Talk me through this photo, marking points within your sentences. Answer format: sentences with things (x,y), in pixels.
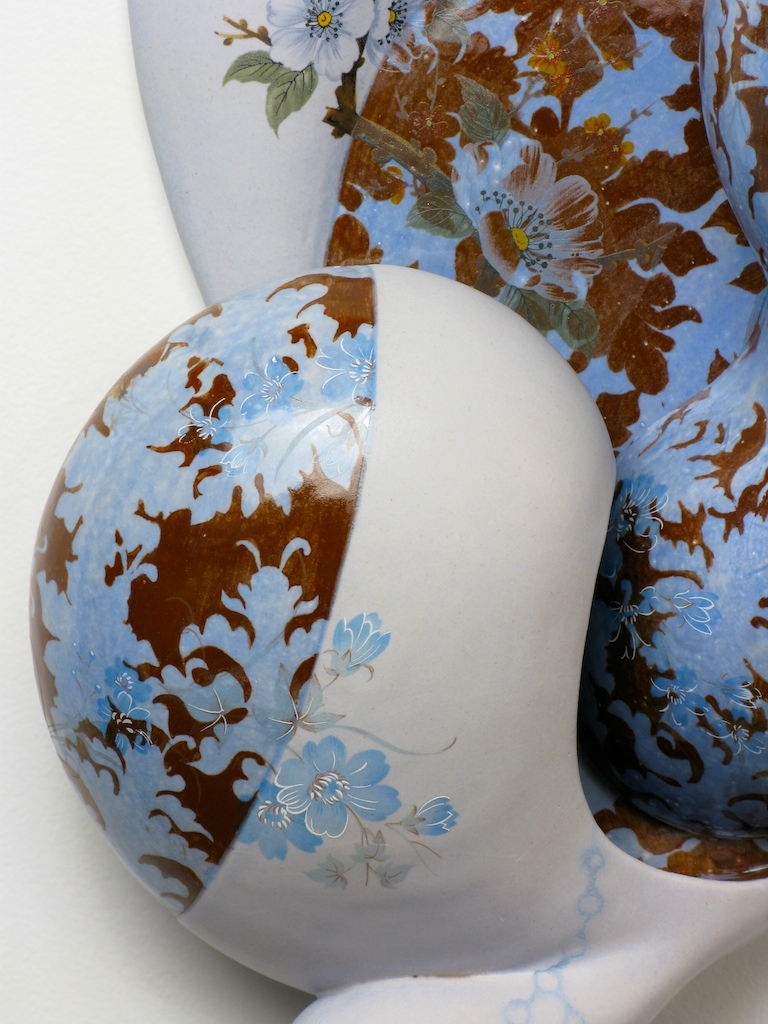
In this picture we can see designs (349,520) on objects (353,752) and in the background (58,358) we can see white color.
